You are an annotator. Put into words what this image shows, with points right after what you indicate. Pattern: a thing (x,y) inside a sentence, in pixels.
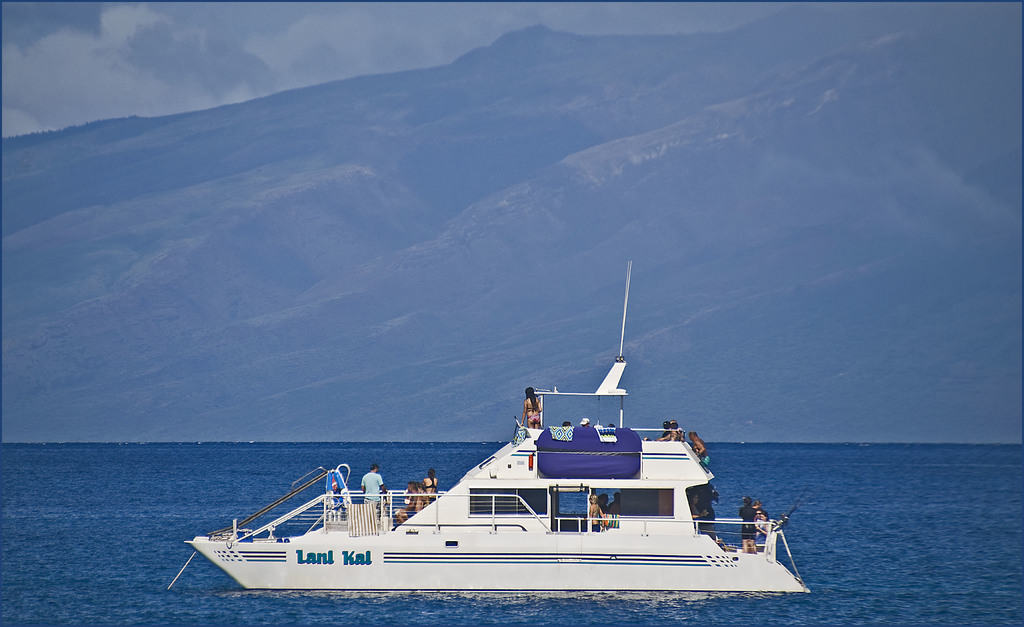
In this picture I can observe a boat (450,537) floating on the water (144,526) in the bottom of the picture (483,514). I can observe some people (416,495) in the boat (536,532). In the background (467,299) I can observe hills (466,135).
